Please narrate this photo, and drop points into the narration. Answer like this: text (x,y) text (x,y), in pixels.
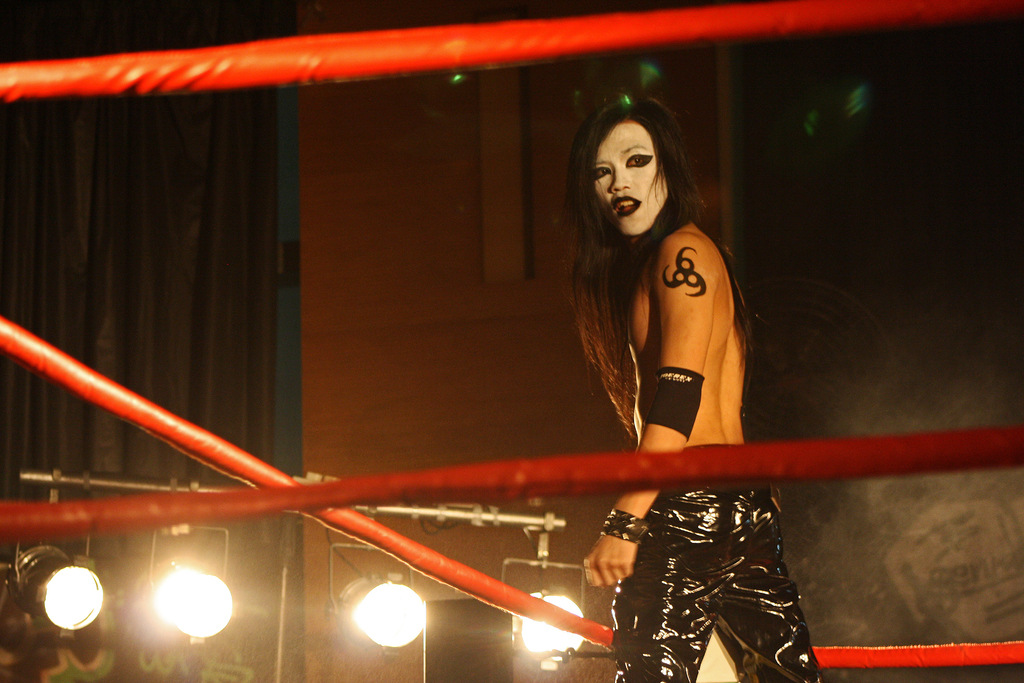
This image consists of a person (670,418) wearing a black pant (677,620). And the face (614,175) is colored. It looks like a boxing ring (555,618). In the background (419,612), there are lights (169,566) along with a wall (323,365).
